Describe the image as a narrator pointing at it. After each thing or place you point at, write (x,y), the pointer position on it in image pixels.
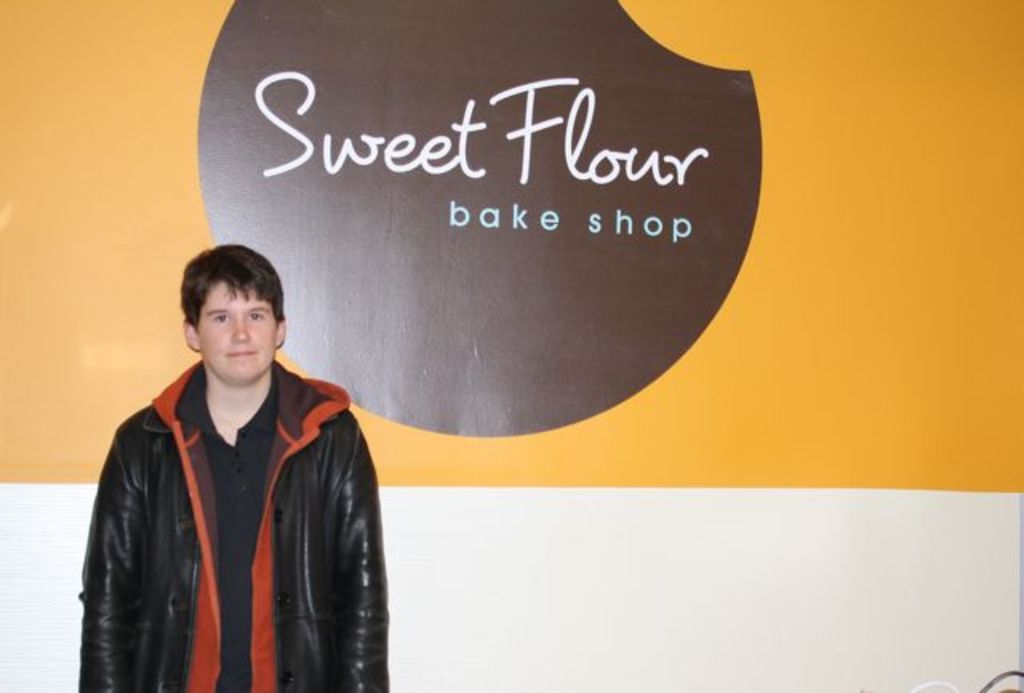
In the picture I can see a person (189,618) wearing black jacket (308,619) is standing near the wall (598,606). The wall (630,604) is in white, yellow and brown color on which we can see some text (285,117) is written.
